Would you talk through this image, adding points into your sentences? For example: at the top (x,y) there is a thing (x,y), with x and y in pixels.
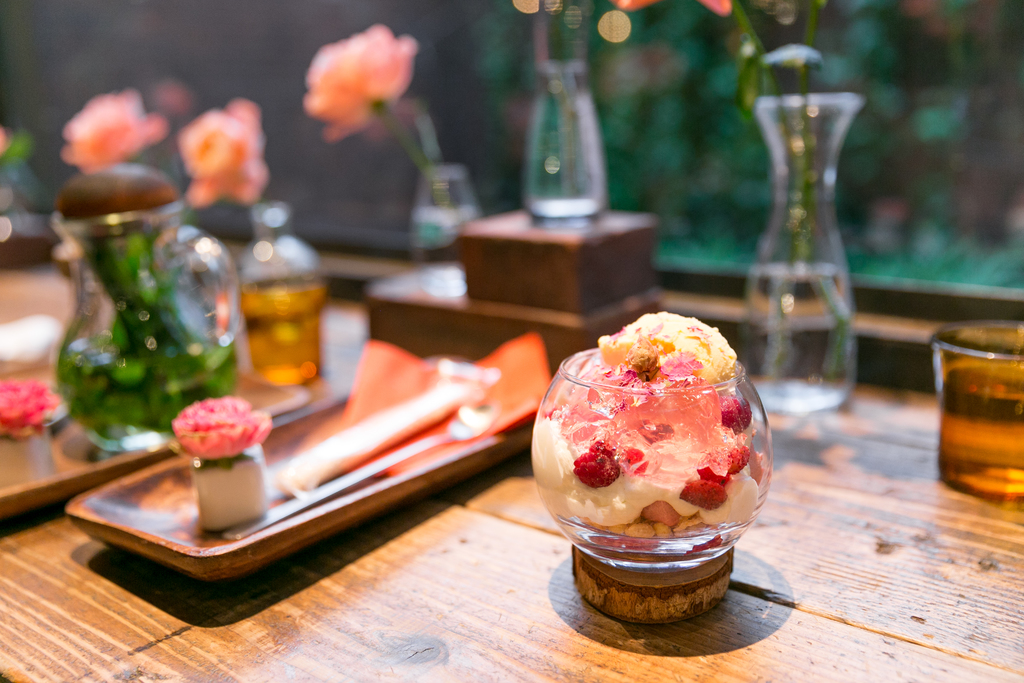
In this image I can see there is a glass bottle (815,322) and other objects (722,428) on the table (18,620).
